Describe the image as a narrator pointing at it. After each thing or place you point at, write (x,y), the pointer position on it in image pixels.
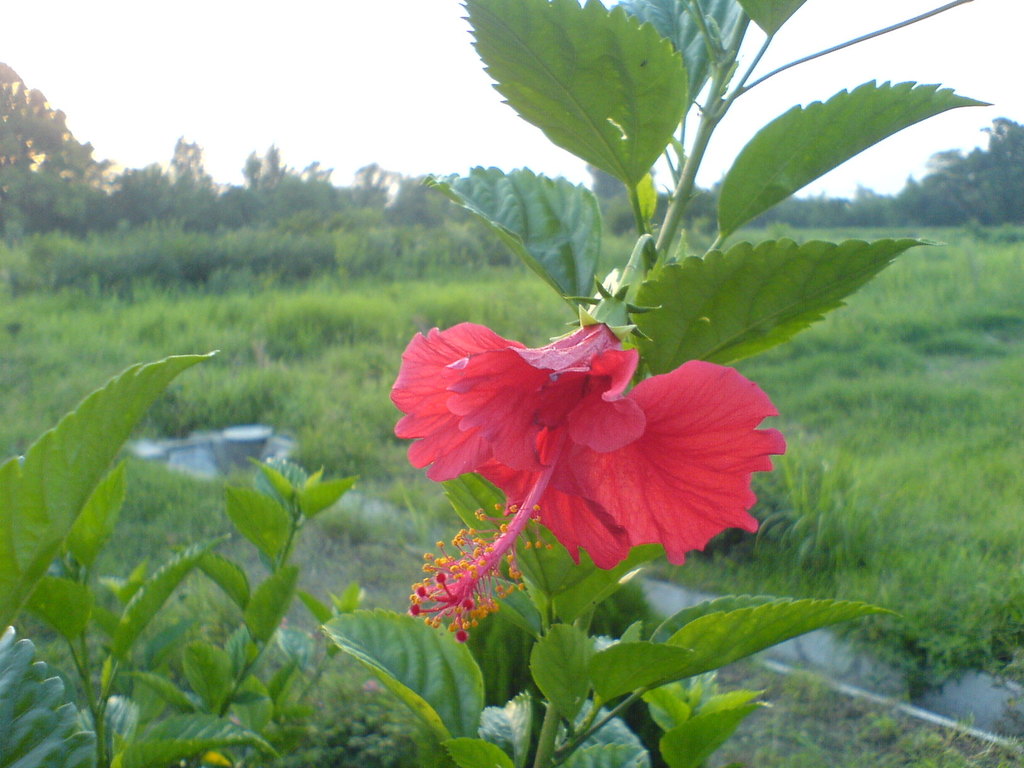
This picture is mainly highlighted with a plant (466,587) and this is a hibiscus flower (573,469). At the top of the picture (286,66) we can see a sky (231,101). These are the trees (973,216). This is a green grass (943,509). This picture is full of greenery (773,233).
